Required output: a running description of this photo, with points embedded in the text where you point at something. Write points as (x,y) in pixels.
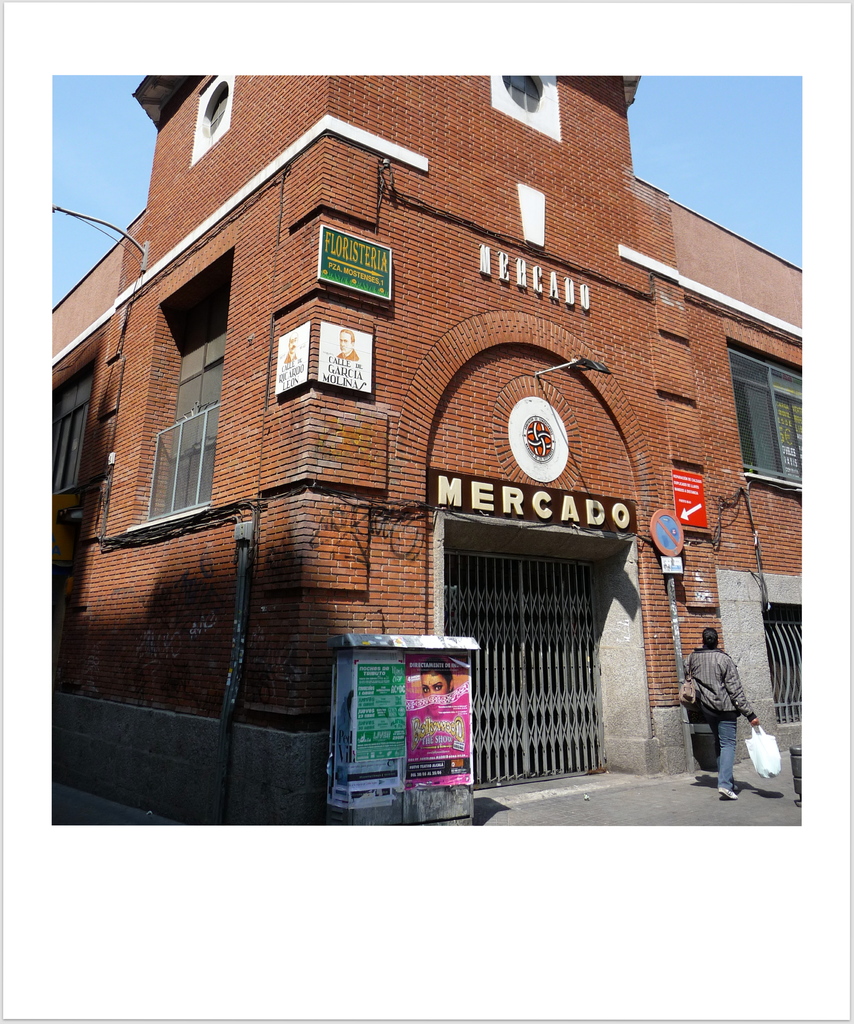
In the picture we can see a photograph of a building (754,640) which is red in color with a brick wall design (625,223) on it and we can see some windows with a glass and a gate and one person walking near to it and in the background (720,98) we can see a sky (720,98).
